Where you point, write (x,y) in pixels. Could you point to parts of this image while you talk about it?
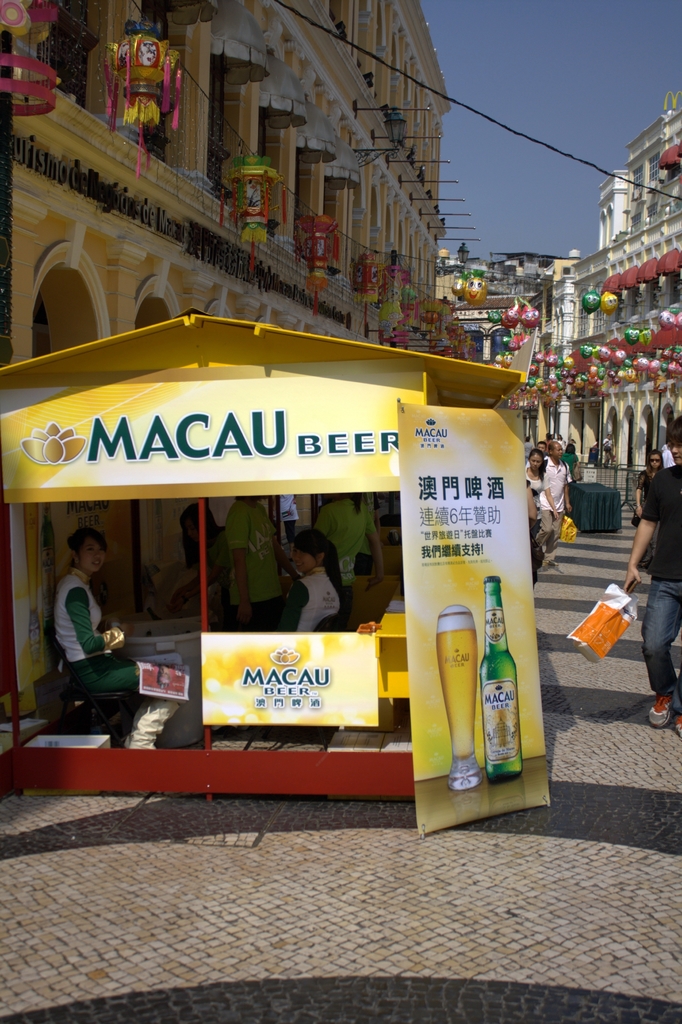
In this image there is a shop (392,396) on a pavement (292,951) and people (637,571) are walking in that shop (328,735) there are two people (72,639) sitting, on either side of the pavement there are buildings (563,286), in the middle of the buildings (93,103) there are few objects (603,369) decorated, at the top (512,99) there is the sky (539,92).
